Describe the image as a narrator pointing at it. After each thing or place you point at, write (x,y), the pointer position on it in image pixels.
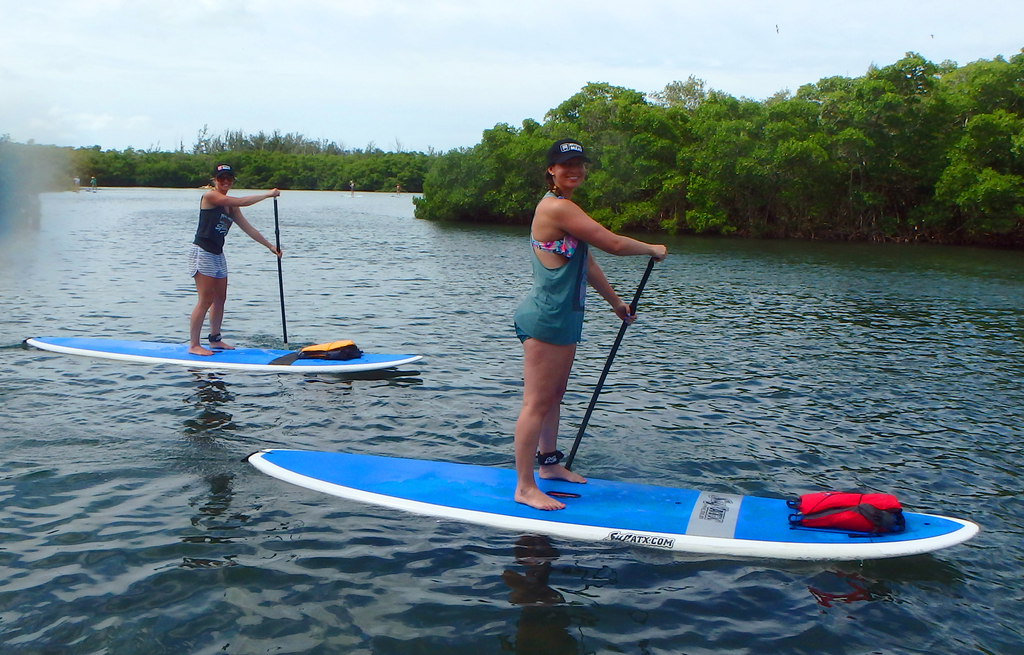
This picture shows couple of women (560,189) standing on the surf boards (922,535) in the water (100,396) and we see backpacks (336,349) on the surfboard (782,527) and we see women (207,188) wore caps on their heads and smile on their faces (577,174) and they are holding stick (280,276) in the hands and we see trees (32,165) and a cloudy sky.
